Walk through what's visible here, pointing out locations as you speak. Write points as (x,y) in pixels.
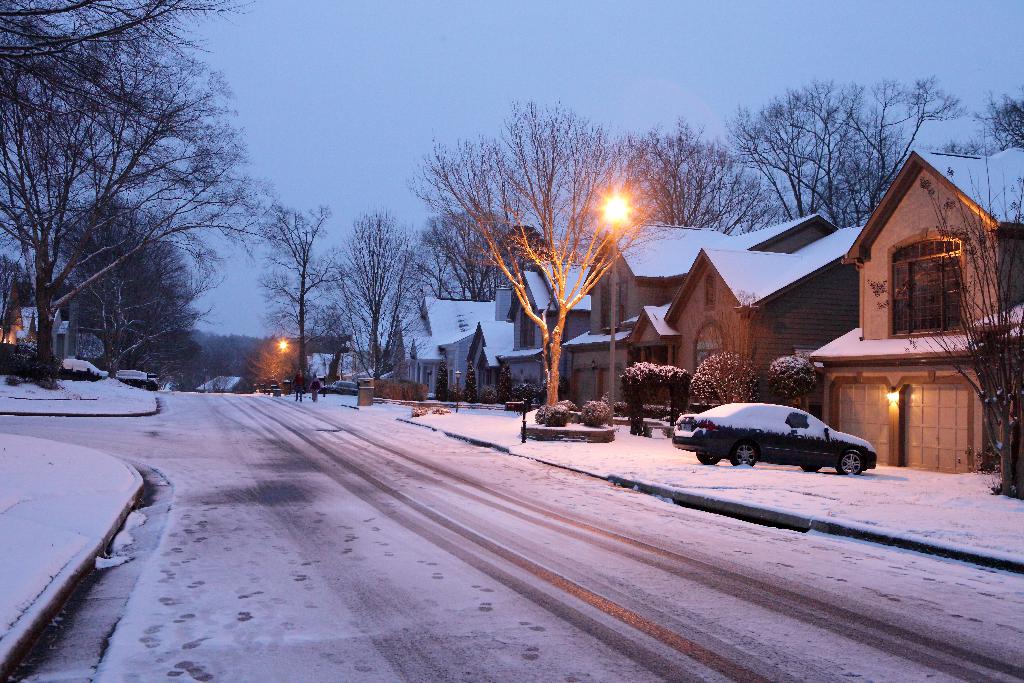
On the right (939,419) and left side of the image (105,331) there are buildings (608,301), trees (566,301), plants (37,351) and vehicles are parked, there is a snow (498,484) on the road (359,432) and on the vehicles (688,420), trees (231,365) and buildings (710,293). In the background (490,91) there is the sky (625,75).
